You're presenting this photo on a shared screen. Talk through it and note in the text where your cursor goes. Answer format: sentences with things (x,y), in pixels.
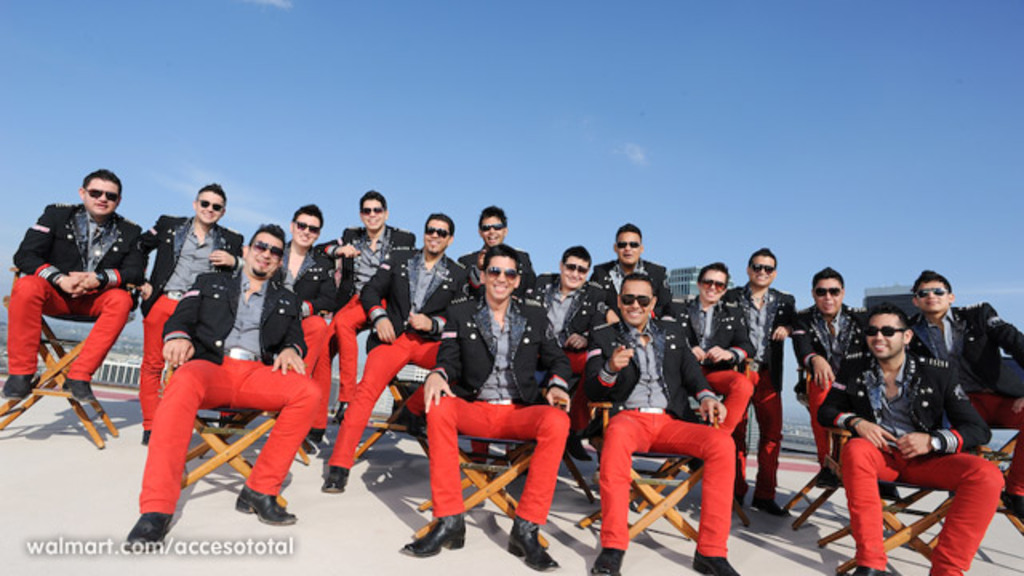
A group of men (981,367) are sitting, they wore black color coats (527,365), spectacles (263,243), shoes (515,543) and red color trousers (580,390). At the top (577,117) it's a sky (571,116).
